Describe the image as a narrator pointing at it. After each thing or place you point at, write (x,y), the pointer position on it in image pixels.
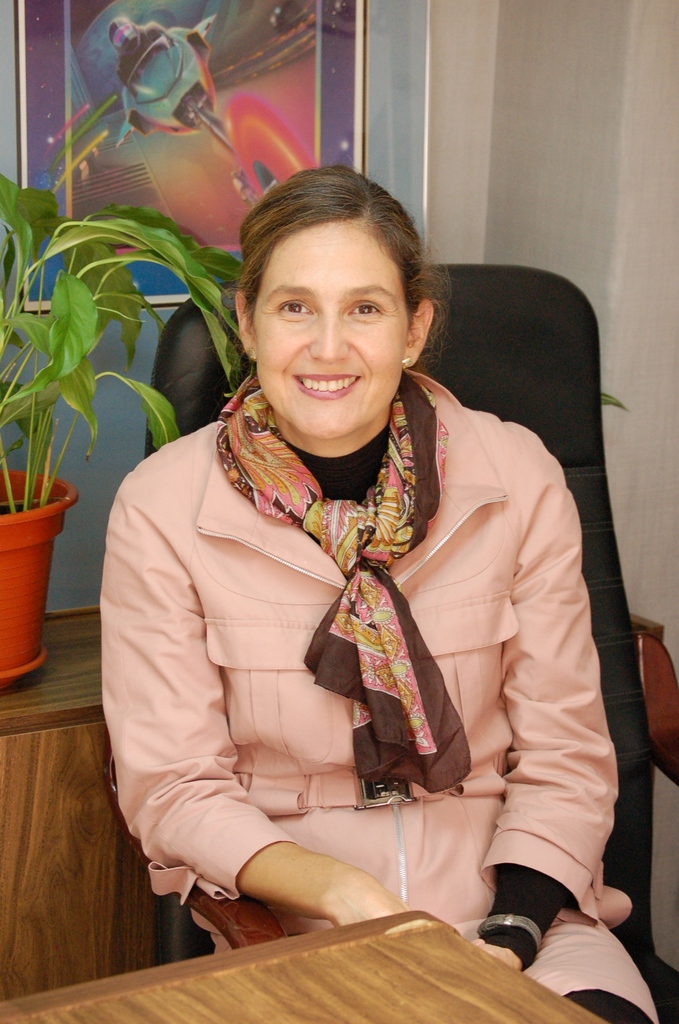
In this image we can see a woman (512,441) sitting on a chair (514,378), in front of her there is a table (365,969) and in the background (50,500) there is a potted plant (57,511) on the desk (75,684) and there is a wall (443,90) with painting (229,104).
